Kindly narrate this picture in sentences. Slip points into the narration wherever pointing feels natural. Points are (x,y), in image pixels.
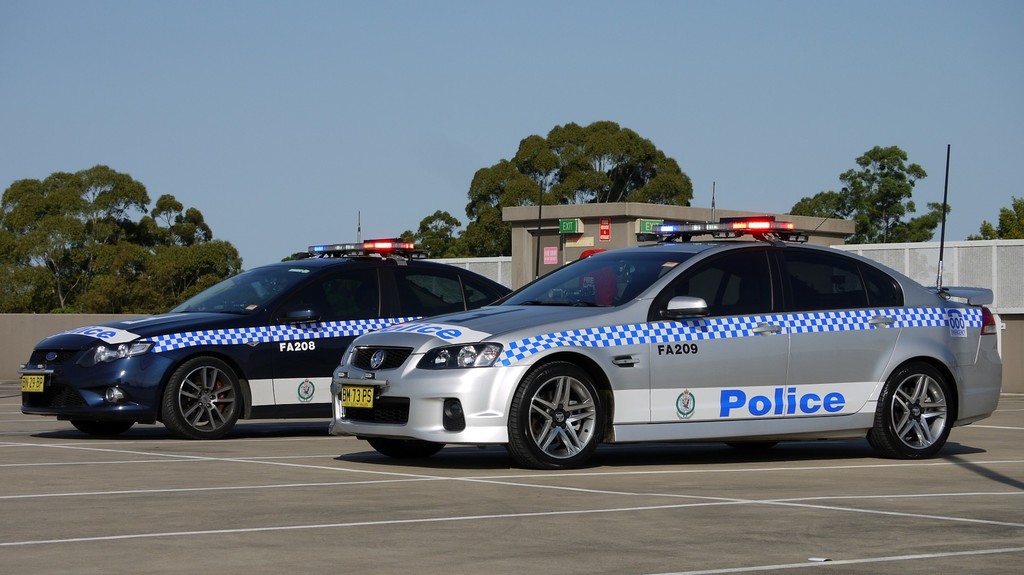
This image consists of two cars (378,377) which are parked on the road (329,479). At the bottom (339,523), there is a road (162,556). In the background (12,273), we can see many trees (27,261). At the top (418,106), there is sky (582,109). On the right (1019,285), it looks like a fencing (983,268). And we can see a small room (546,252).
